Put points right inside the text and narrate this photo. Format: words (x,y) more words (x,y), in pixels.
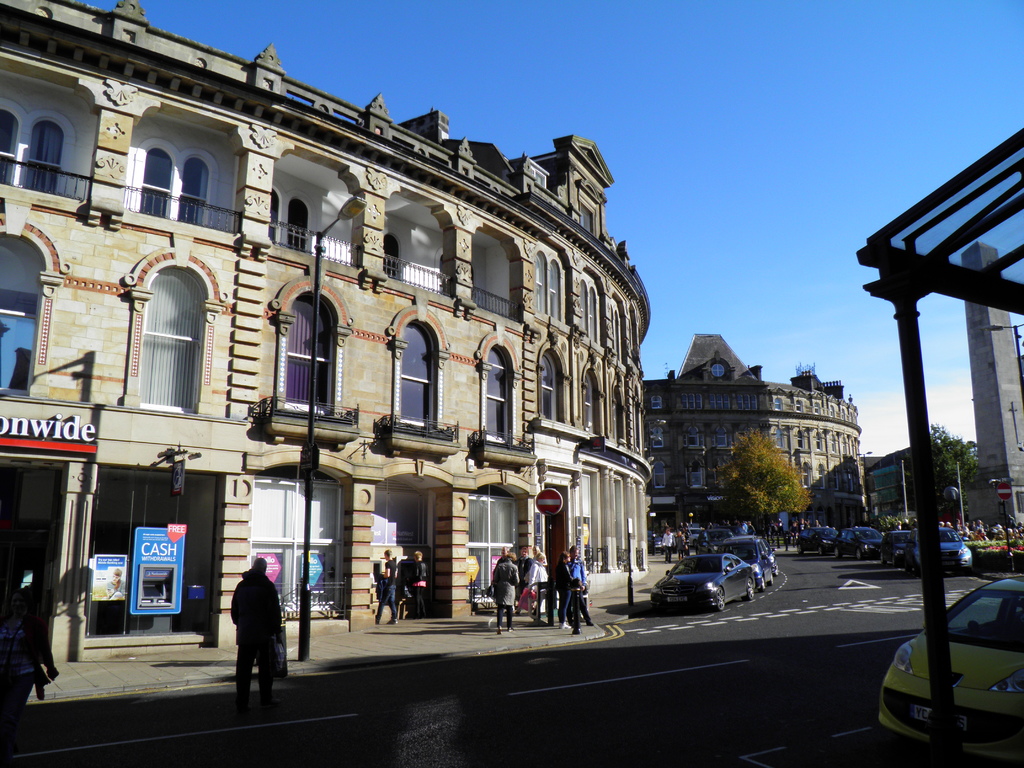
This is the picture of city (738,538). In this image there are group of people (585,608) standing on the footpath (182,653) and there are two persons (276,643) walking on the road (228,754). There are vehicles (1019,712) on the road (801,760). On the left (232,388) and on the right side of the image (758,444) there are buildings (546,392) and trees (747,506). There are poles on the footpath (120,689). At the top (662,98) there is sky (673,58). At the bottom (658,656) there is a road (739,629).
